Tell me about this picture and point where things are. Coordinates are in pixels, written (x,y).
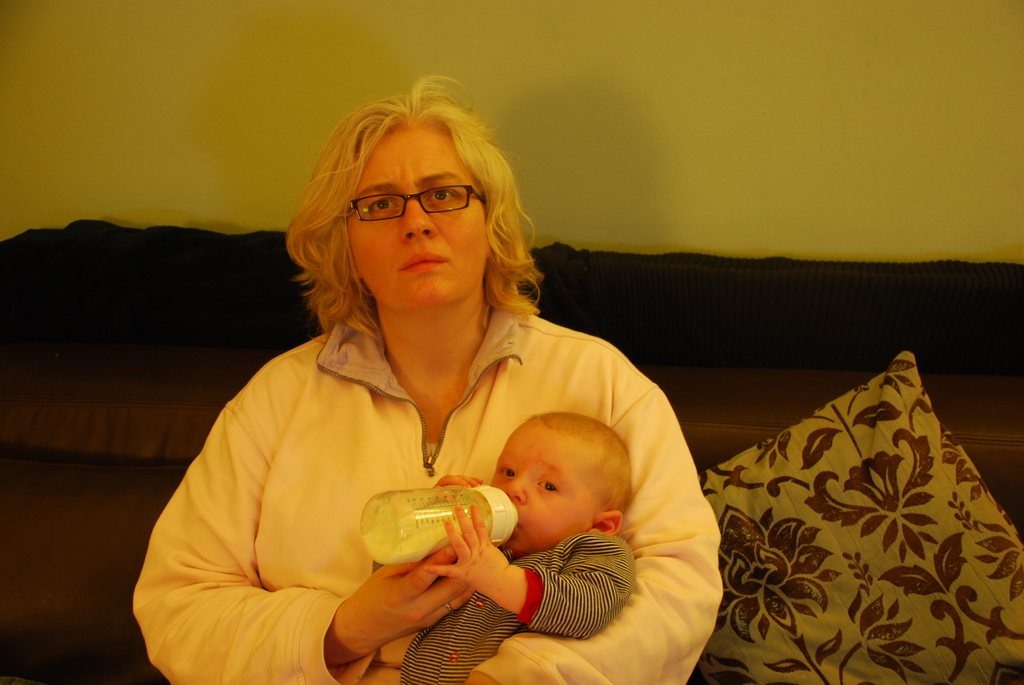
In this picture we can see woman (332,297) carrying baby (489,558) with her hand (427,622) and baby (528,503) is drinking milk (429,521) with bottle (433,536) and this two are on sofa (810,370) with pillow (864,522) on it and in background (705,154) we can see wall (678,48).
